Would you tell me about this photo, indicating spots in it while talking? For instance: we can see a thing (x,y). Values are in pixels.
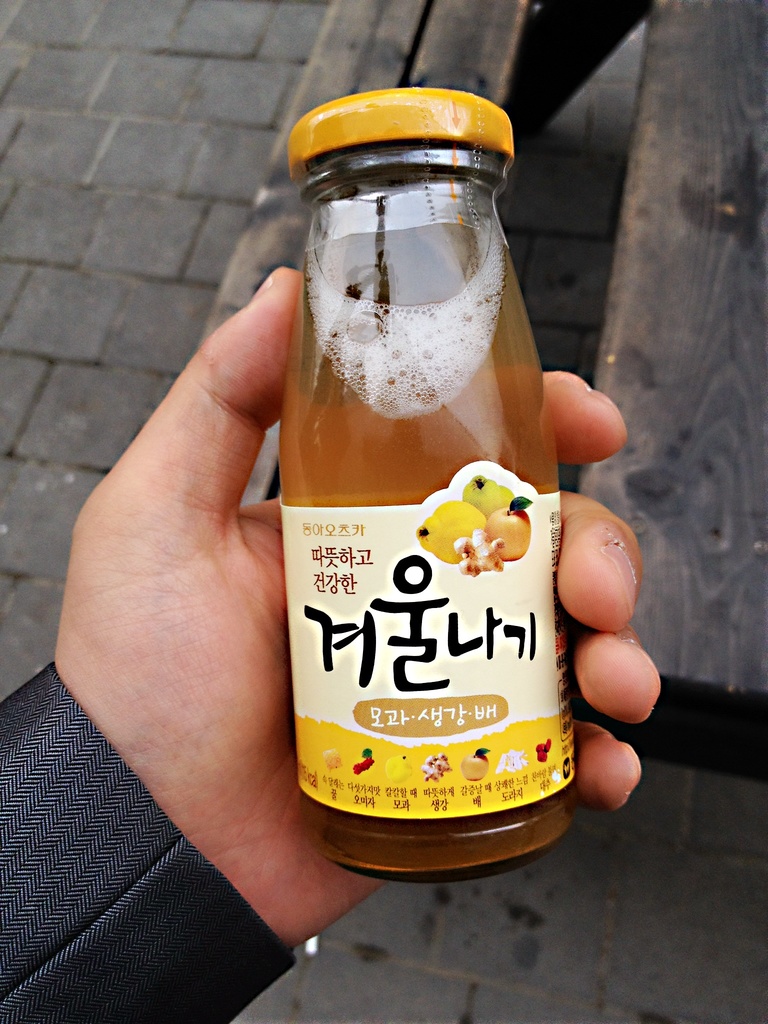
This is a small glass bottle (456,605) with a yellow color closed lid (421,124). This looks like a juice bottle (513,669). This bottle (377,708) is holded by a person (161,656) in his hand (225,714).
